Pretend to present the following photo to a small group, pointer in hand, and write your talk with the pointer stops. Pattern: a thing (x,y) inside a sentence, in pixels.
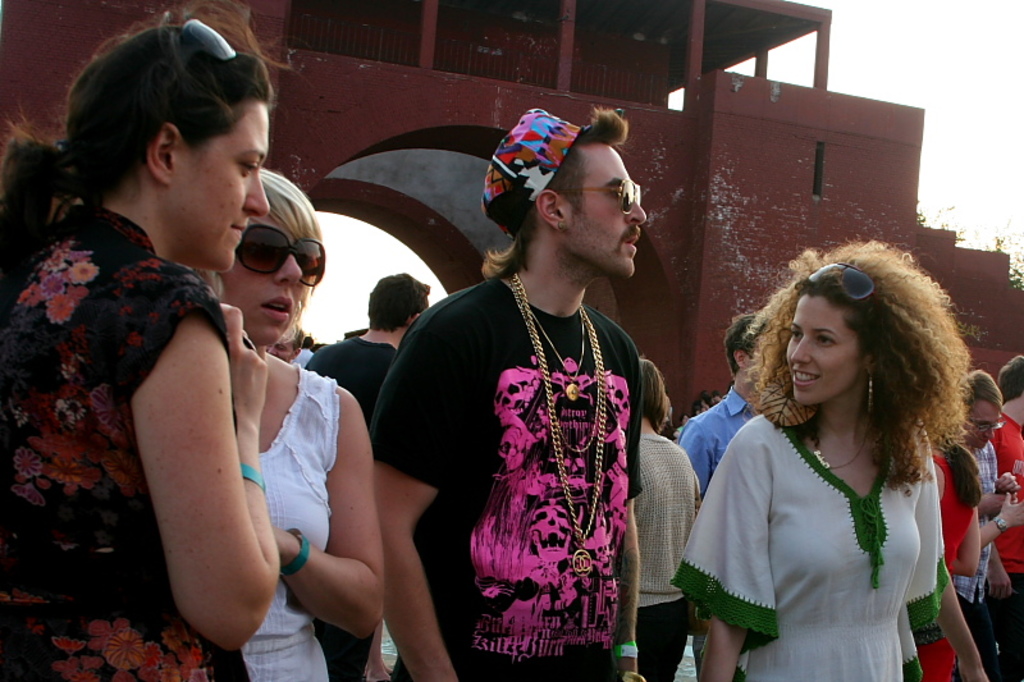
In this image, we can see people (634,484) standing and some are wearing glasses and we can see a person (571,443) wearing chains (554,351) and a cap (538,160). In the background (586,93), we can see a fort (865,199).
